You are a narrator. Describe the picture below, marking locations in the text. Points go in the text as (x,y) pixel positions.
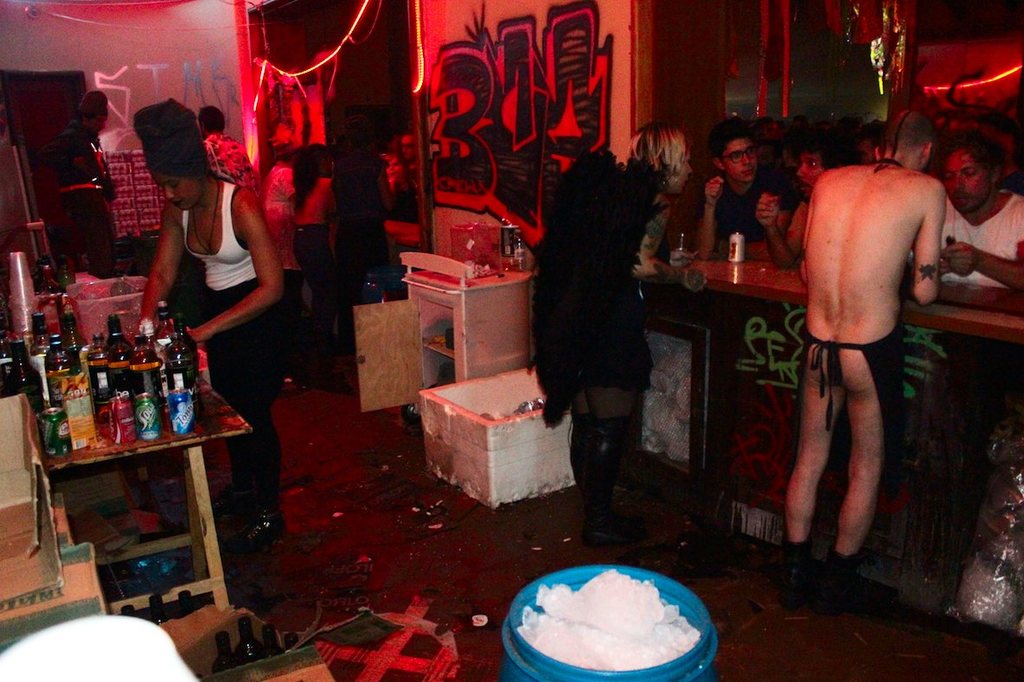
In this image I can see group of people (268,284) some are sitting and some are standing. I can also see few bottles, glasses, tins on the table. I can see a blue color bucket (637,677), background (536,88) I can see few lights (310,67) and I can see few paintings (558,145) on the wall (504,107).
